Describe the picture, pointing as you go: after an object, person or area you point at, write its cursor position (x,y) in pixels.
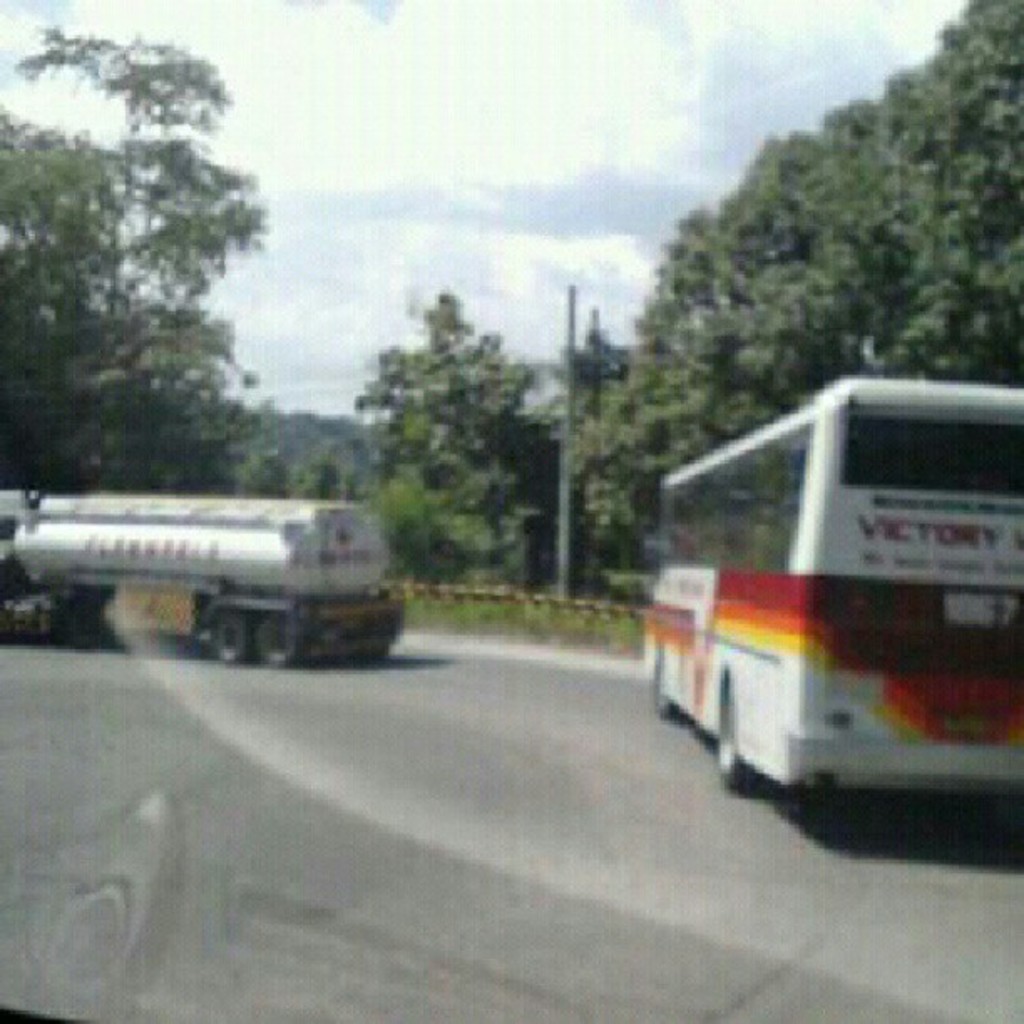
In the image we can see there is a bus (837,610) and a vehicle (177,604) moving on the road (540,861). There is a street light pole (571,385) and there are lot of trees (979,320). There is a cloudy sky (584,195).
